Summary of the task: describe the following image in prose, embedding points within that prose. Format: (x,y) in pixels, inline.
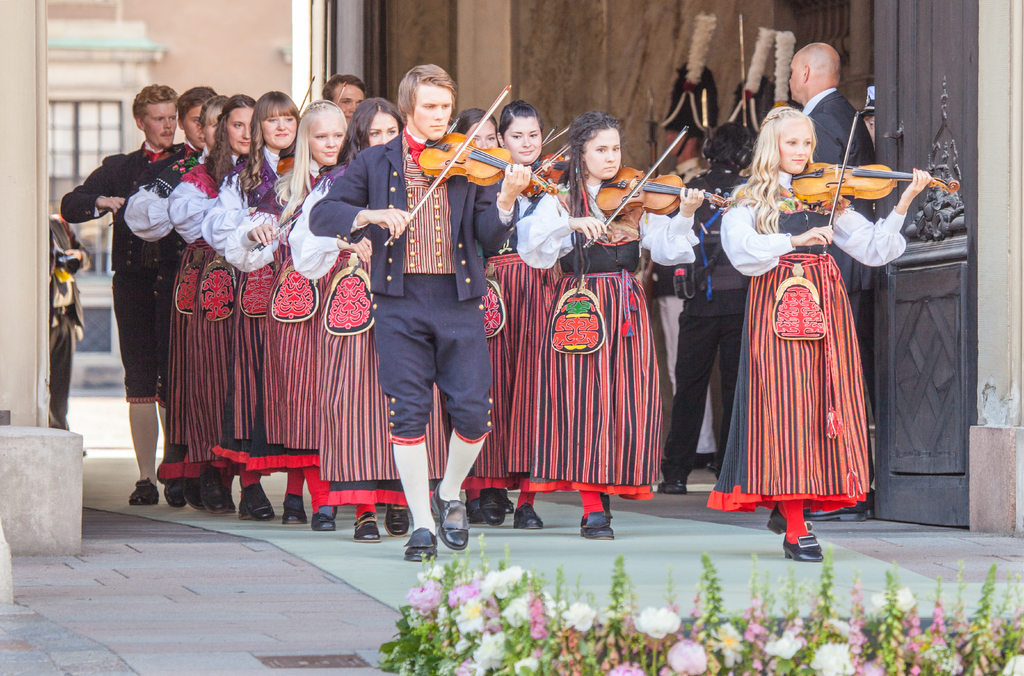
In this picture we can see a group of people (328,199) standing on the floor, and playing violin (462,172), and here is the building (300,67), and here a person (838,90) is standing, and here are the flowers (475,602).
